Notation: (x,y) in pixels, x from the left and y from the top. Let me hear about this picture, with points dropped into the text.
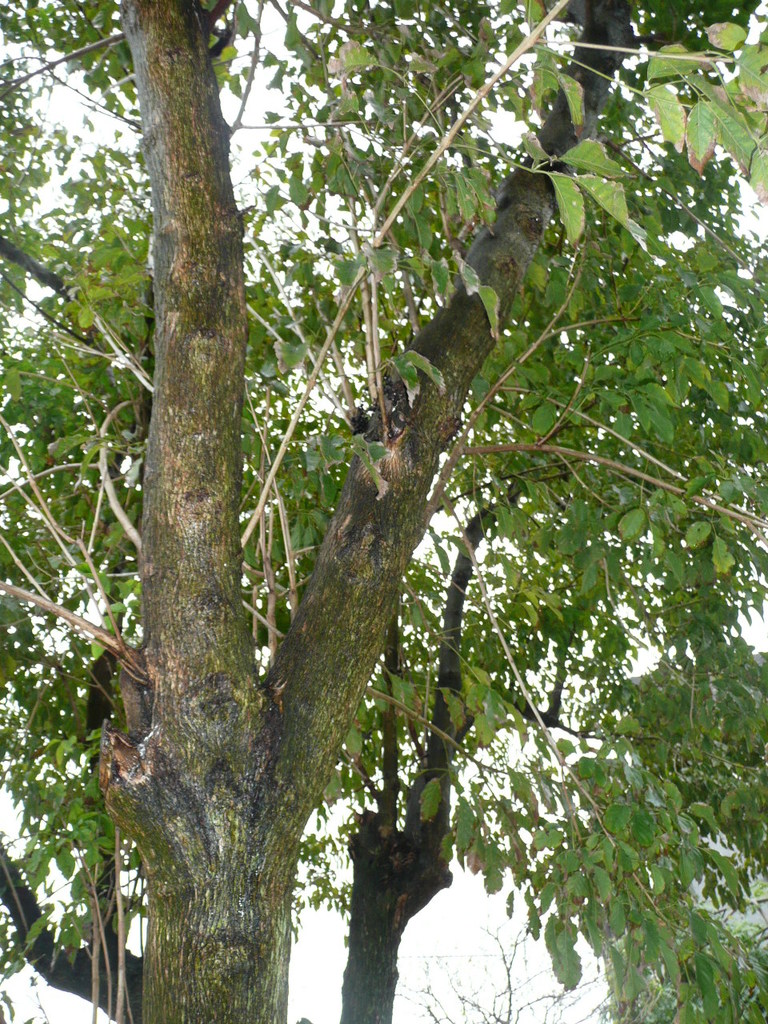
In the foreground of this image (737,796), there is a tree (737,796). In the background (752,913), there is a building (755,916) on the right (728,911) and the sky (445,911).
